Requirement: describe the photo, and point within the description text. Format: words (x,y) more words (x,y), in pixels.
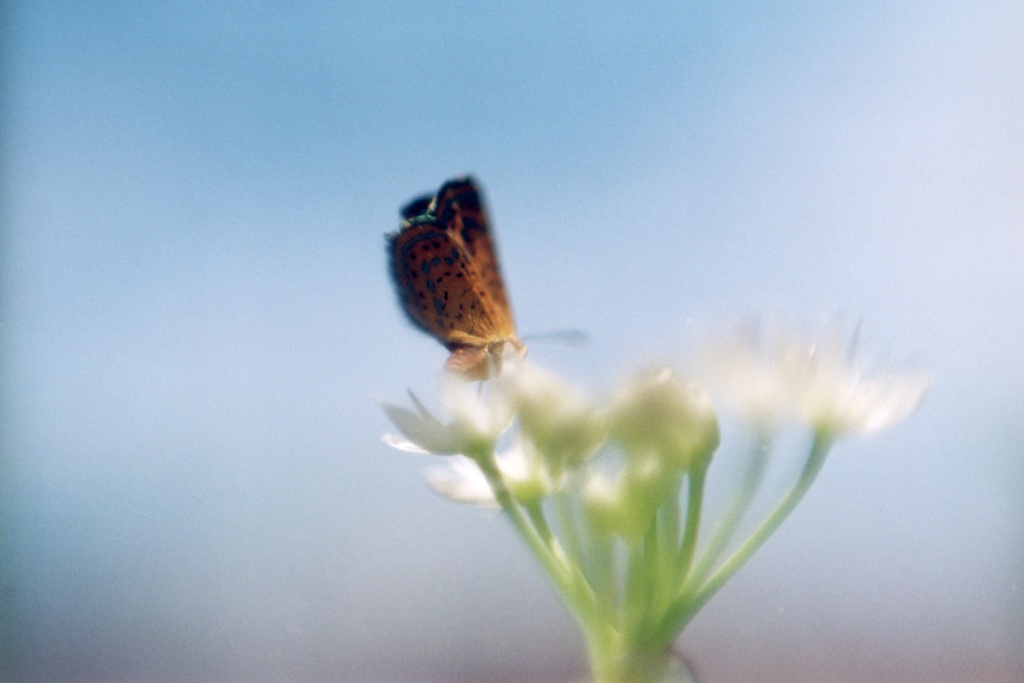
In the image there is a butterfly (498,299) on a flower (697,396).
